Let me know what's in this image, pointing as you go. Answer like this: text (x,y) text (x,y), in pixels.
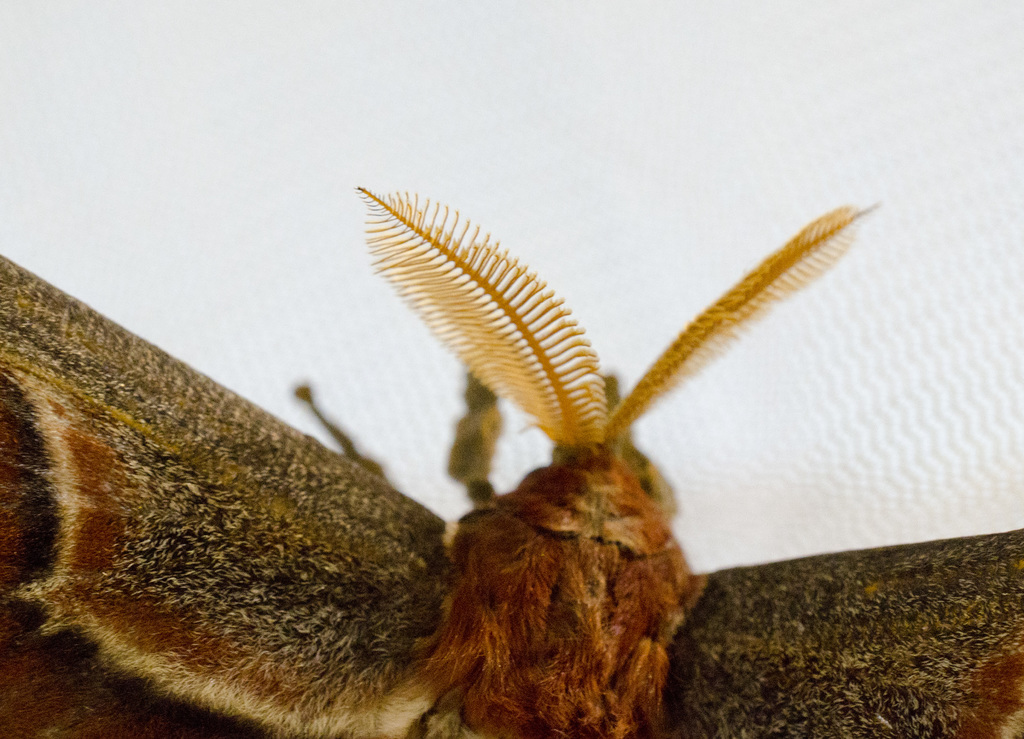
In this image there is a moth (562,583) with wings (679,644). In back of the moth (648,461) there is a white color surface (859,455).
